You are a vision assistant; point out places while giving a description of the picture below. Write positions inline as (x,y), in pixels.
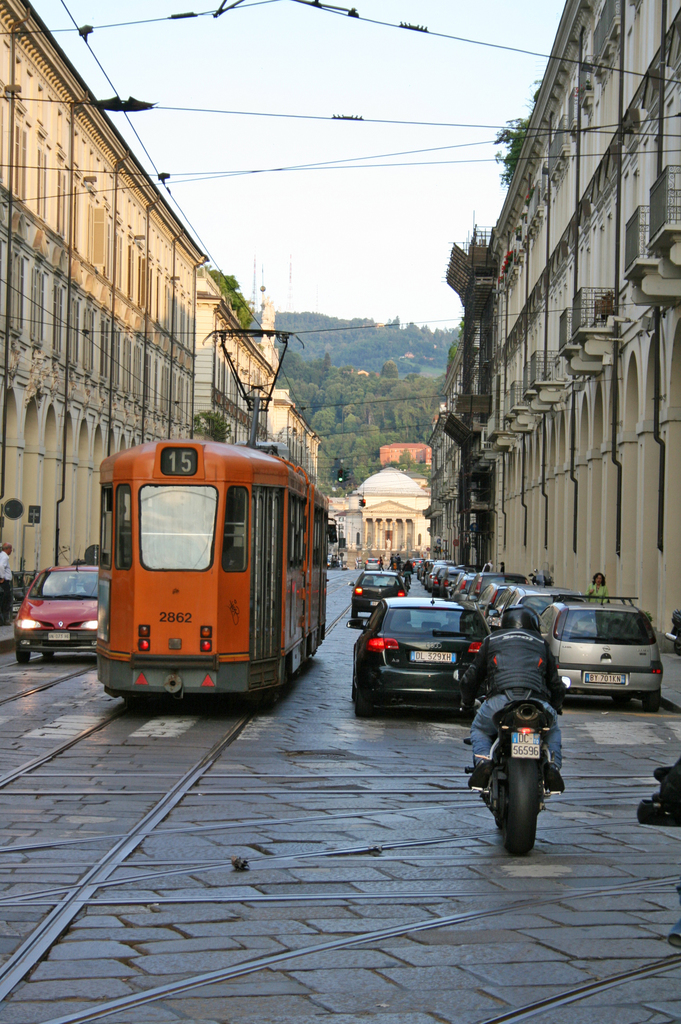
In the foreground of this image (219,563), there is a street running train (181,674) moving on the track (95,875) and either side to it there are cars (461,659) and a bike (513,753) moving on the road (369,817). On the either side of the image, there are buildings (547,362). In the background (408,506), there is a building (380,502), trees (358,321) and the sky (355,222).
